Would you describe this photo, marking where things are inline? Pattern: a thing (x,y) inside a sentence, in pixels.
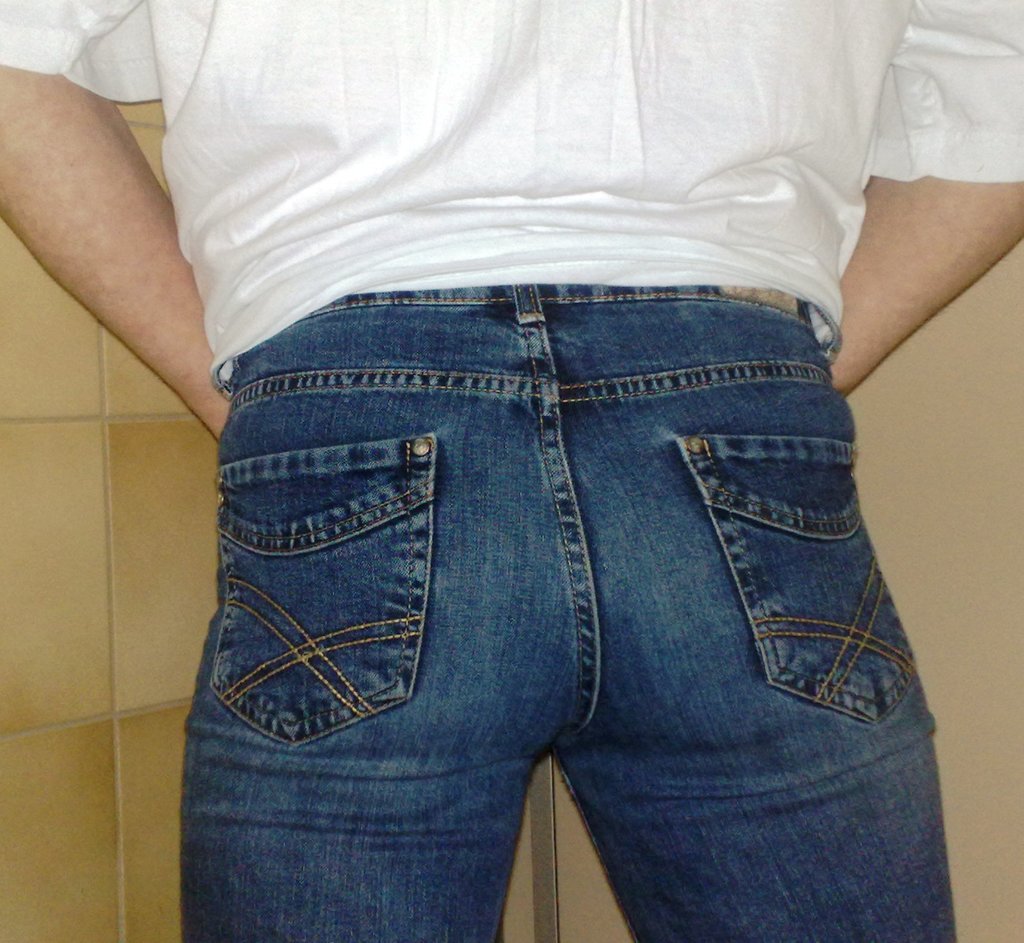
In this picture there is a person (486,134) with white t-shirt (679,134) and blue pant (727,524) is standing. At the back (78,587) there is a wall (56,816) and there are tiles (65,434) on the wall (34,404).
